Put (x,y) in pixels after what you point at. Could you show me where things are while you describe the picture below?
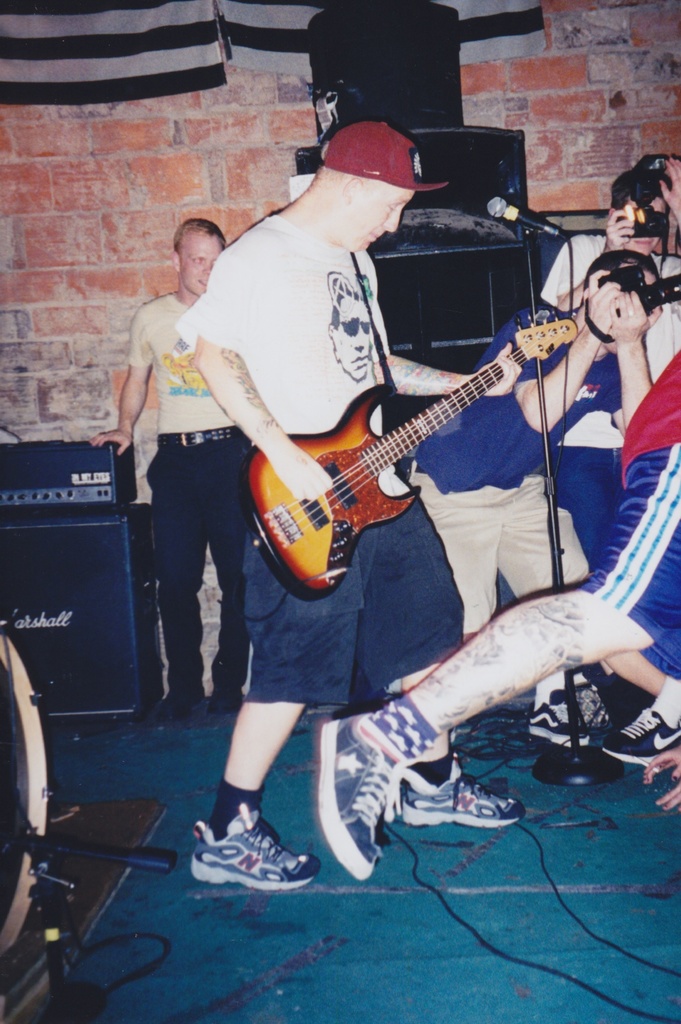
The image is inside the room (232,171). In the image there is a man (367,316) standing and playing guitar (383,455) in front of a microphone (557,232), in background (557,277) there are group of people (656,421) on left side (79,469) we can also see speakers (124,583) and a brick wall (537,84).
